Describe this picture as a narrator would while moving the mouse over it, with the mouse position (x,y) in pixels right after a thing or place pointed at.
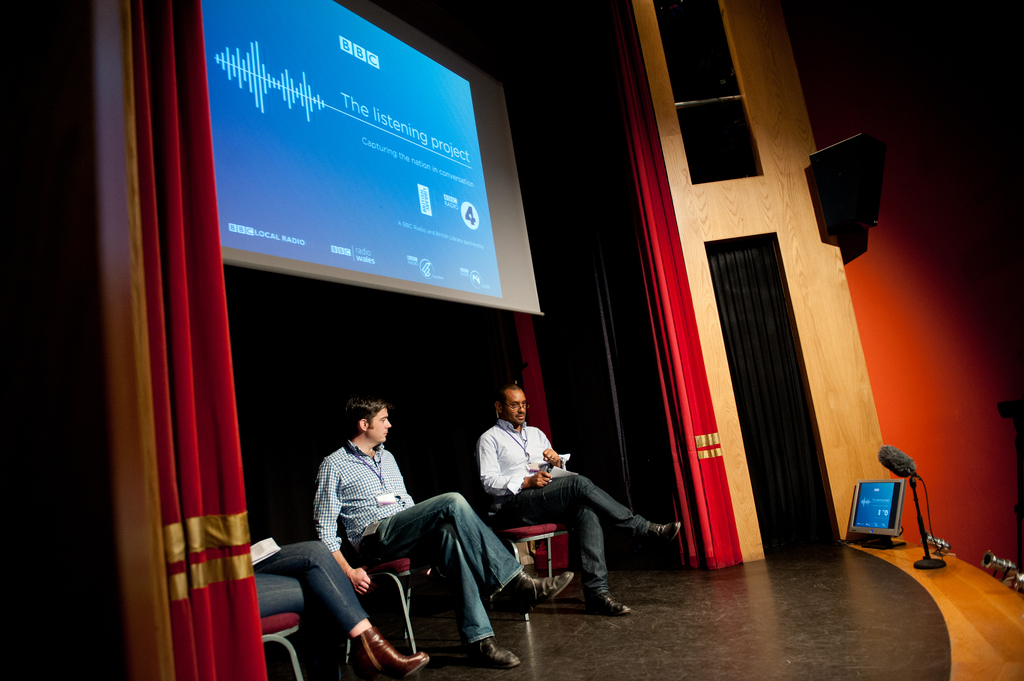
In this image we can see a few people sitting on chairs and it looks like a stage (568,643) and we can see the curtains (211,443). There is a screen (316,203) with some text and we can see an object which looks like a mic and there is a television (862,533) on the stage (959,568) and we can see some other things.
